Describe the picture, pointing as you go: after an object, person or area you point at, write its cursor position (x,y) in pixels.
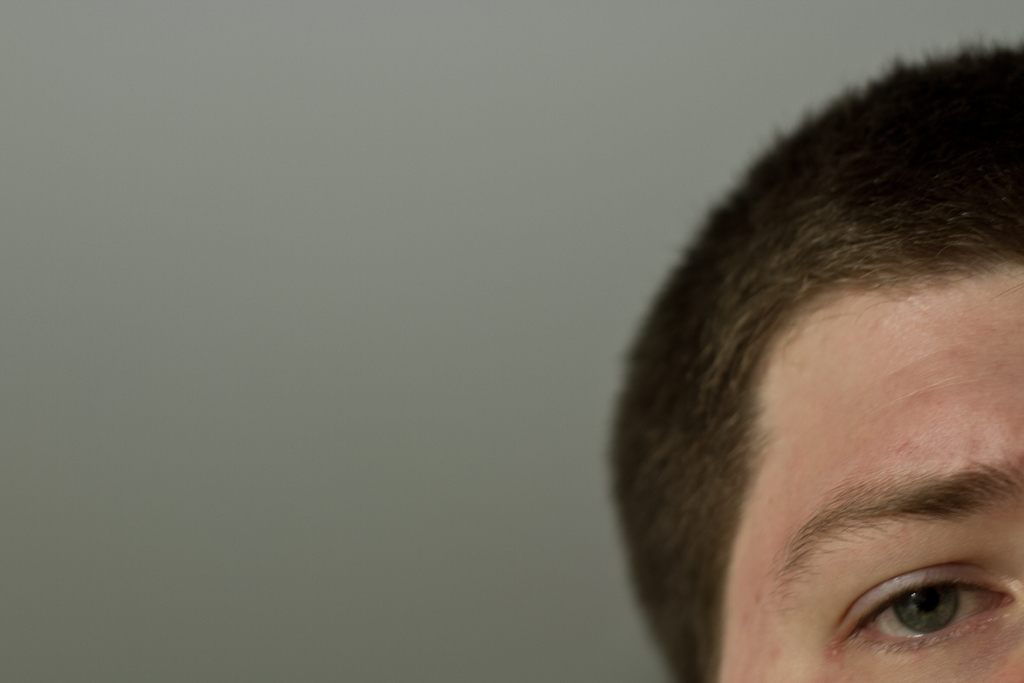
Here in this picture we can see some part of head (824,219) and an eye (921,576) present over there.
